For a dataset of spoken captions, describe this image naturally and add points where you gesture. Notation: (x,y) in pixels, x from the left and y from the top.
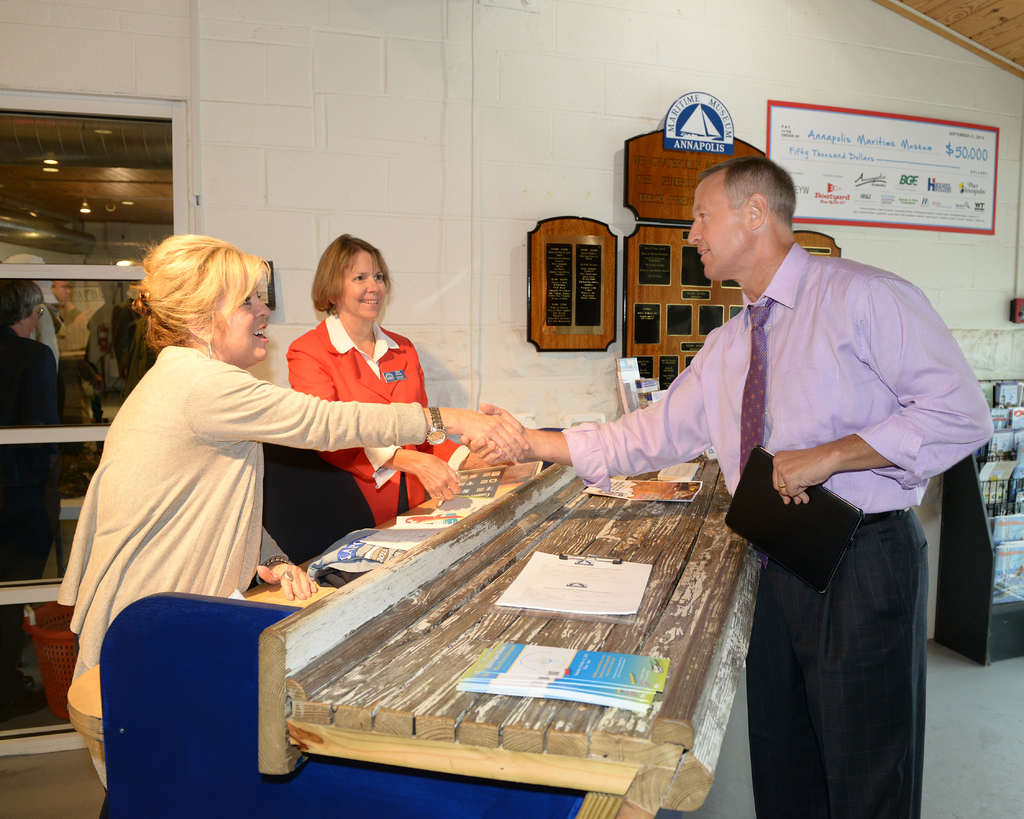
In this image we can see persons (426,419) standing on the floor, books (627,684) and papers (620,669) on the bench (635,644), books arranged in the rack (997,543), advertisement board (871,194) and wall hangings (610,281) to the wall (402,139).
